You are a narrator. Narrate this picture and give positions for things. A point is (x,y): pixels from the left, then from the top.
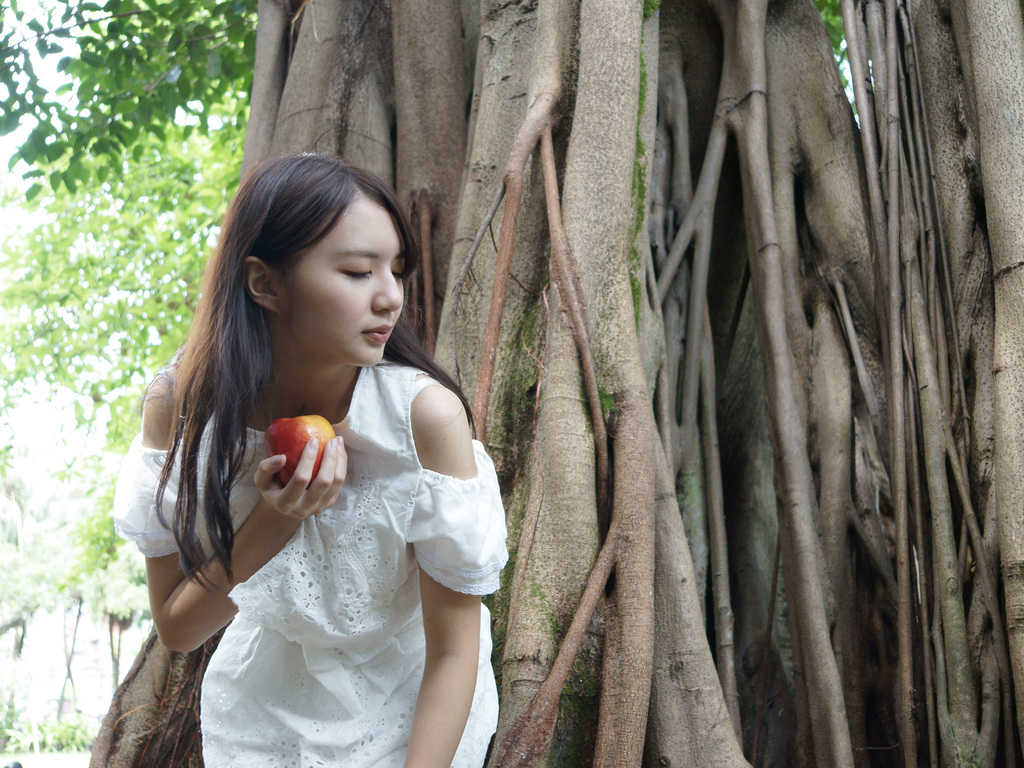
This is the woman (387,675) standing and holding an apple (314,449). This looks like a tree trunk (786,106). On the left side of the image (134,167), I can see the trees (58,354).
